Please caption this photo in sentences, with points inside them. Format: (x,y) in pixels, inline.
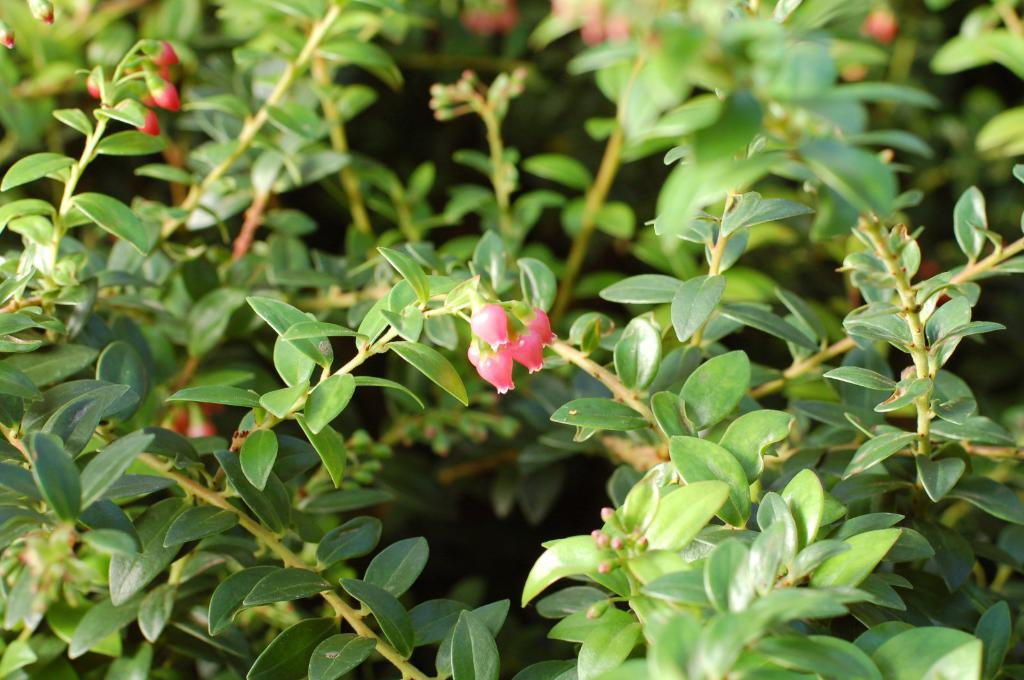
In this image we can see plants (263,224) and buds (500,311) to them.
